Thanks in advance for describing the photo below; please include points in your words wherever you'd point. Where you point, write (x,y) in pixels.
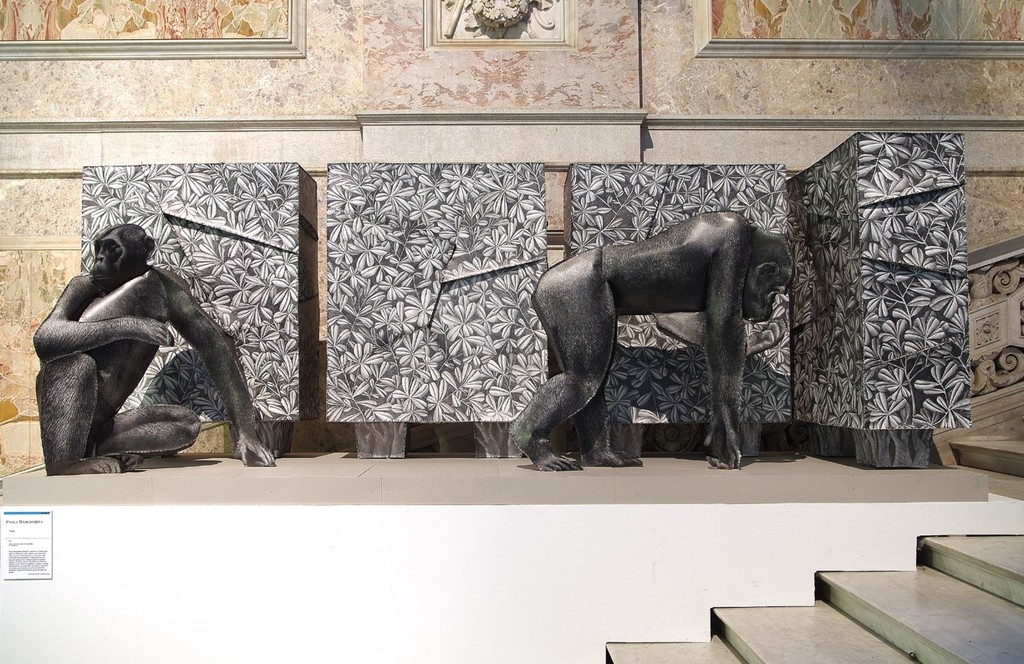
In this picture I can see the steps (646,648) in front (872,600) and in the middle of this picture (580,354) I can see the sculptures (71,327) of 2 monkeys (125,284). In the background (431,31) I can see the designs (495,15) on the walls (566,90).
